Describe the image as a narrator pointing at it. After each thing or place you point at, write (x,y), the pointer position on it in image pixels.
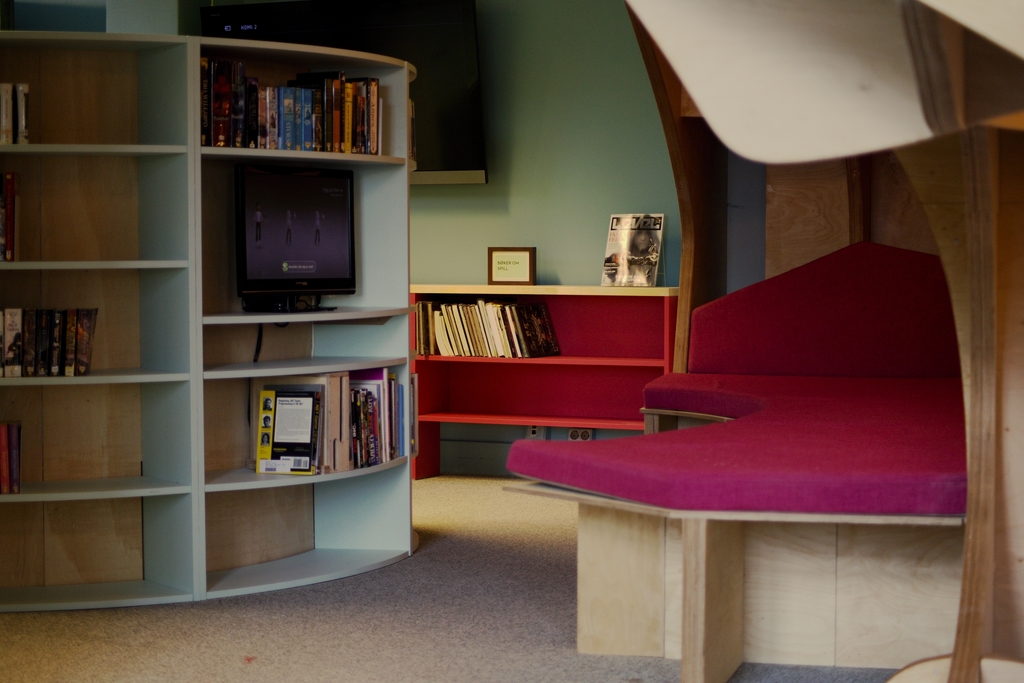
In this image we can see racks (490,398), bed (585,471), books (57,354), and a screen (282,217). There is a wall (594,123) and a frame (495,253).
